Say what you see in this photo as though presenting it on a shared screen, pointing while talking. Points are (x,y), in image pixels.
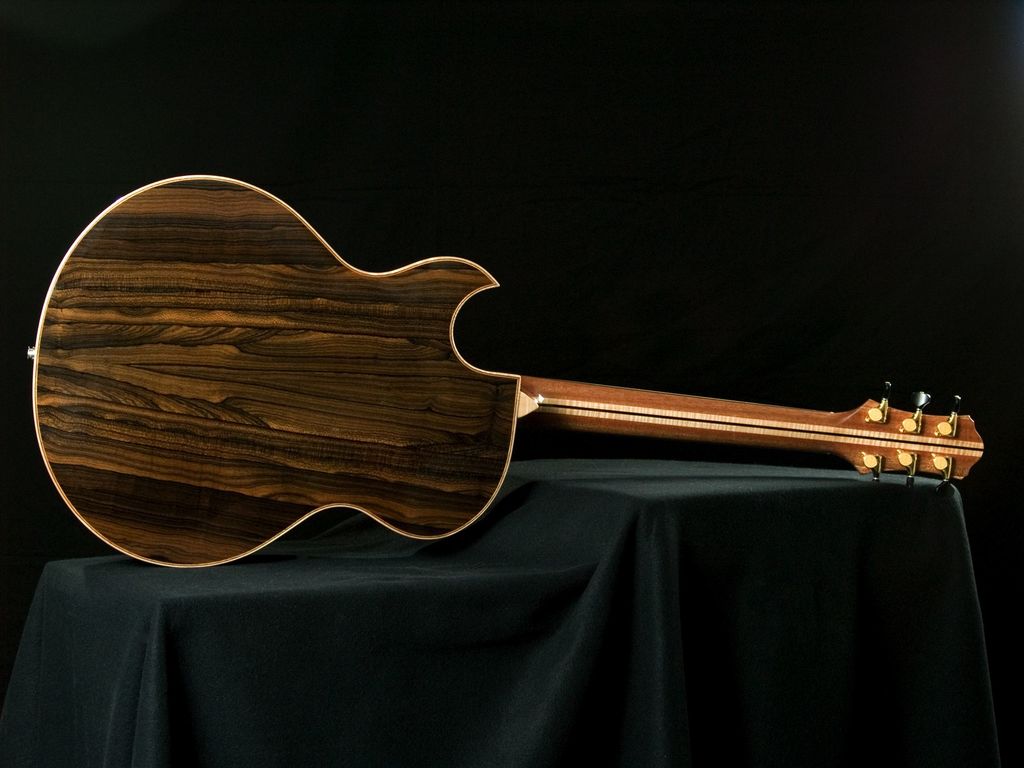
The picture consists of one brown guitar (469,449) which is placed on the table (518,578) and on the table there is one green cloth (522,671) placed on it.
